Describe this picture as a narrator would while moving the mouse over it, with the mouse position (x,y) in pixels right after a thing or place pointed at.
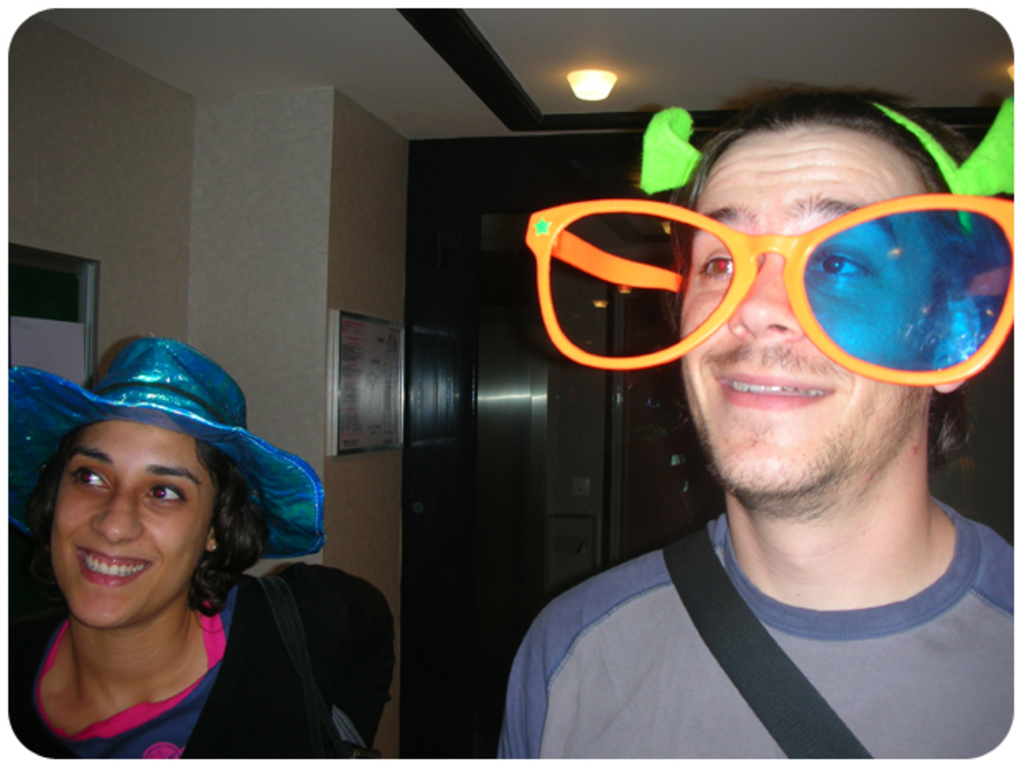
In this image I can see two persons (103,593) they both are smiling and on the right side (869,239) person (793,220) is wearing a spectacle (982,219), on the left side (136,658) woman (153,652) she wearing a cap (183,382) and back side of them there is the wall (299,382) and there is a notice board (365,347) attached to the wall (376,301) there is a light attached to the roof (621,51) at the top (588,74).
